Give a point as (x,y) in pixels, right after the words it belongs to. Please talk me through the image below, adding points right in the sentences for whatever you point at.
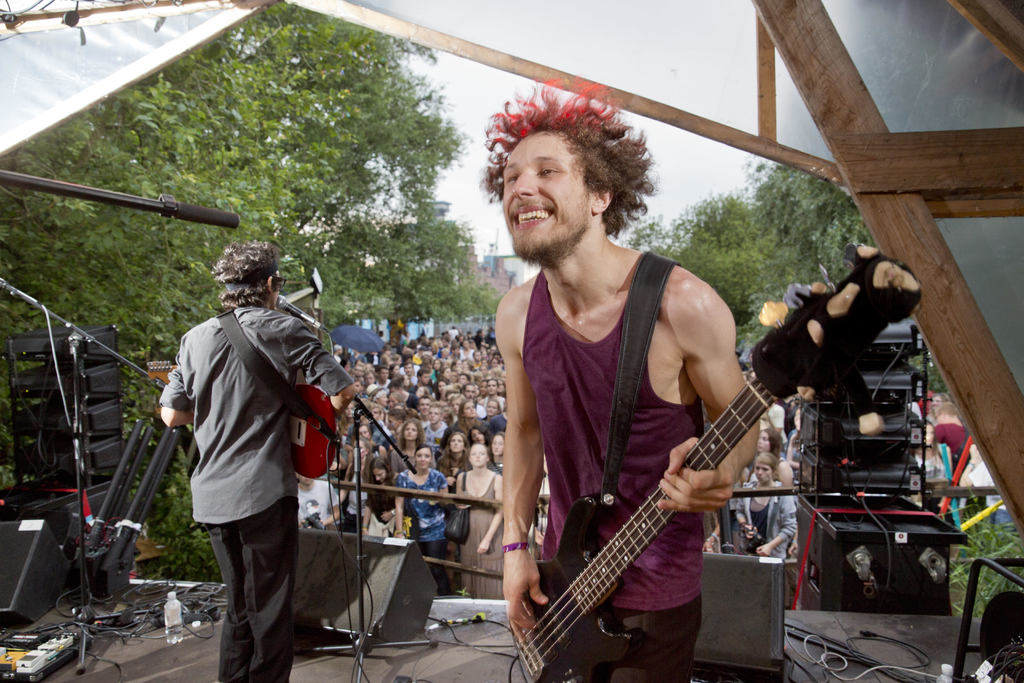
In this image two persons (660,396) are on the stage (175,667) standing. Person (558,105) at the right side (696,316) is holding a guitar (617,560). Middle of image (473,434) there are group of people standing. There is a mike stand (305,318) before this person (254,652). At the background (318,198) there is trees (795,217) and sky (452,177). At the left bottom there is a bottle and plug board (66,634).
